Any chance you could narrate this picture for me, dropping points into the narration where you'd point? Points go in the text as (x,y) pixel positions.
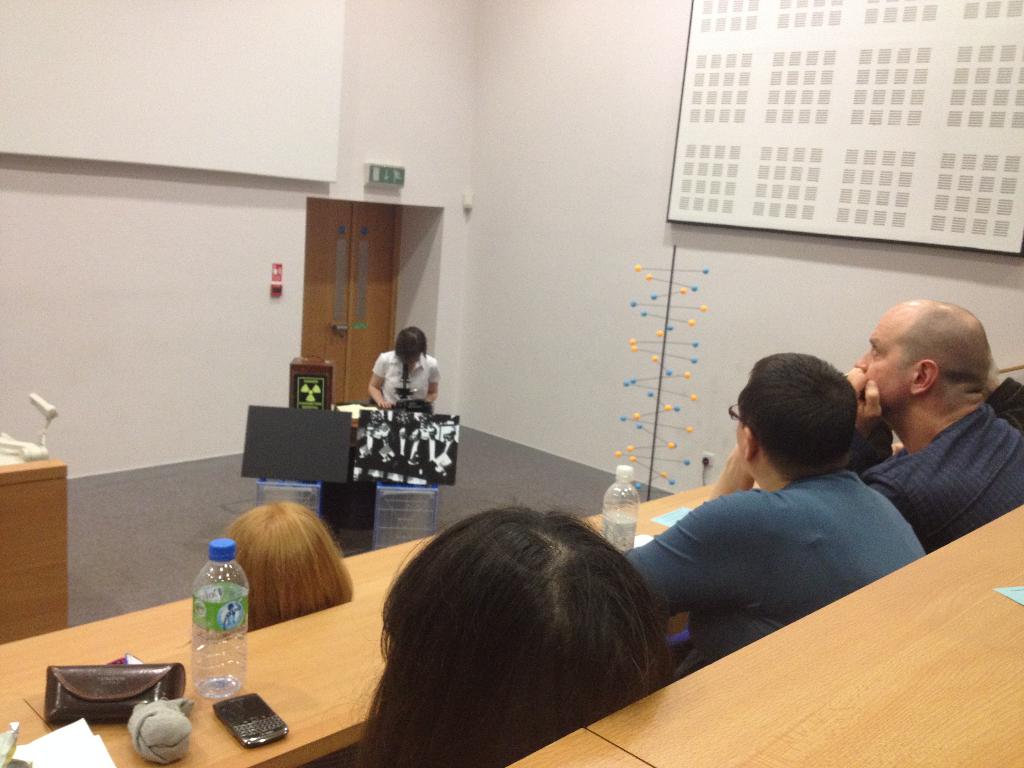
In this picture, we can see a few people (627,633) sitting on benches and a person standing at a podium (367,509) and we can see a pole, wall (415,131) with some objects (1000,128) and with door (340,202) and we can see a table (356,421) and some objects (34,399) on it.
